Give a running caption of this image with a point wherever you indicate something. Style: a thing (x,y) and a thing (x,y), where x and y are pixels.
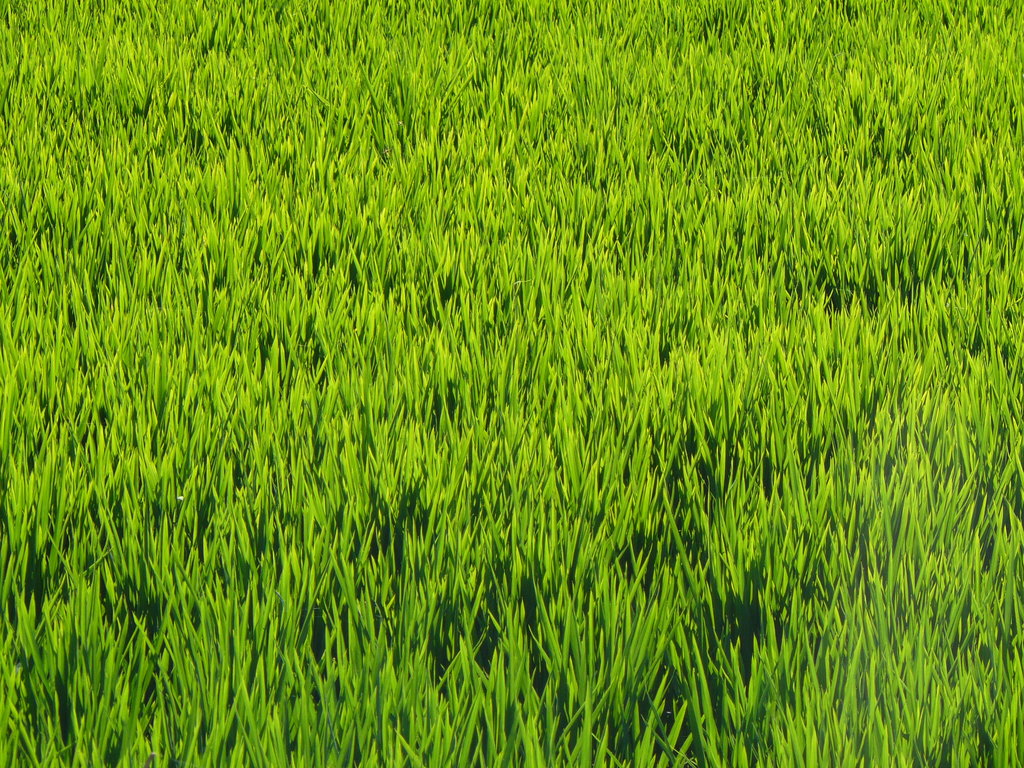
In this image I can see green colour grass (483,220).
